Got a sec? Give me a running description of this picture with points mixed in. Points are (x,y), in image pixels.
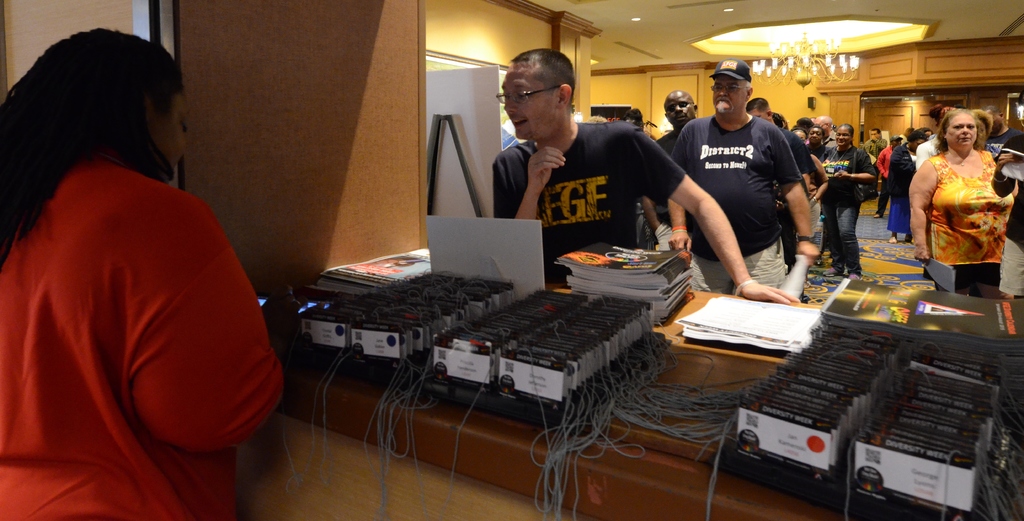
In this image there is a woman (95,291) on the left side (90,351). In front of her there is a table (625,513) on which there are badges (487,330) which are kept in the trays (529,405). To the badges (487,330) there are lanyards (603,418). In front of the table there are few people (758,168) standing in the line by holding the papers (790,271). At the top (772,52) there is a chandelier (789,62). In the background (664,74) there is a wall (618,87). On the left side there is a board (448,140) which is kept on the stand (455,129). There are books (849,309) on the table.
